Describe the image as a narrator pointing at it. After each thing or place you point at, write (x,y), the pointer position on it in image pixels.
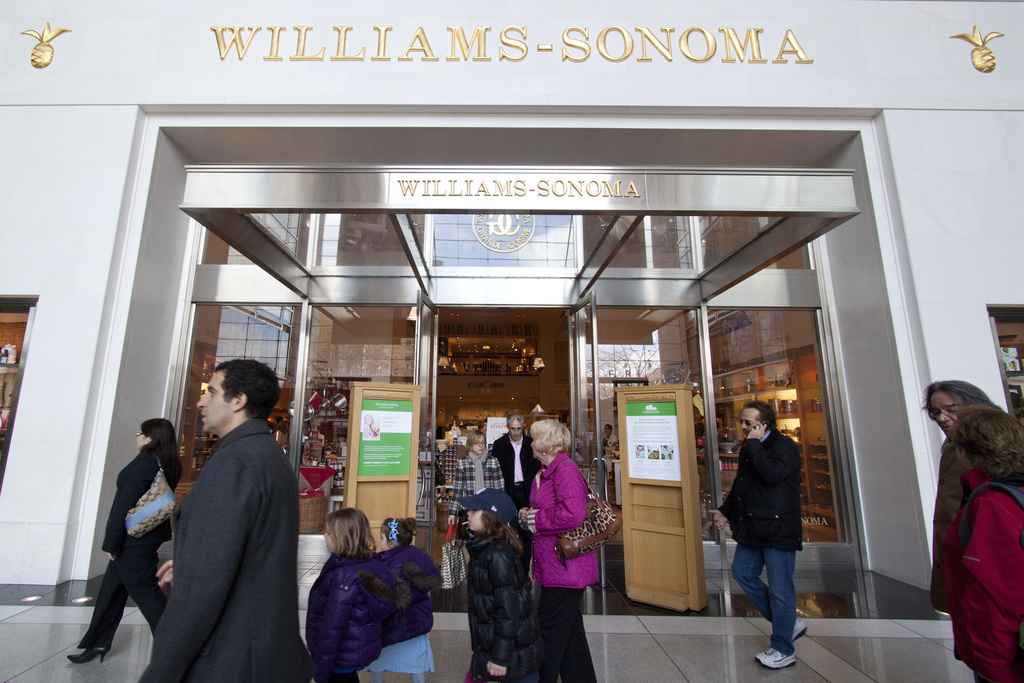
In front of the picture, we see the people (407,603) are standing. The woman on the left side (146,498) is wearing a bag (145,511) and she is walking. In the middle (524,439), we see a man (513,452) and a woman (466,469) are standing. Beside them, we see the glass doors (425,358), wooden stands (639,487) and the board (676,462) in white and green color with some text (371,449) written. On the left side (156,350), we see a white wall (61,379). In the background (312,354), we see the glass door (818,359) from which we can see the racks (779,384) and a wall (543,385). At the top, we see some text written as "WILLIAMS SONOMA".
